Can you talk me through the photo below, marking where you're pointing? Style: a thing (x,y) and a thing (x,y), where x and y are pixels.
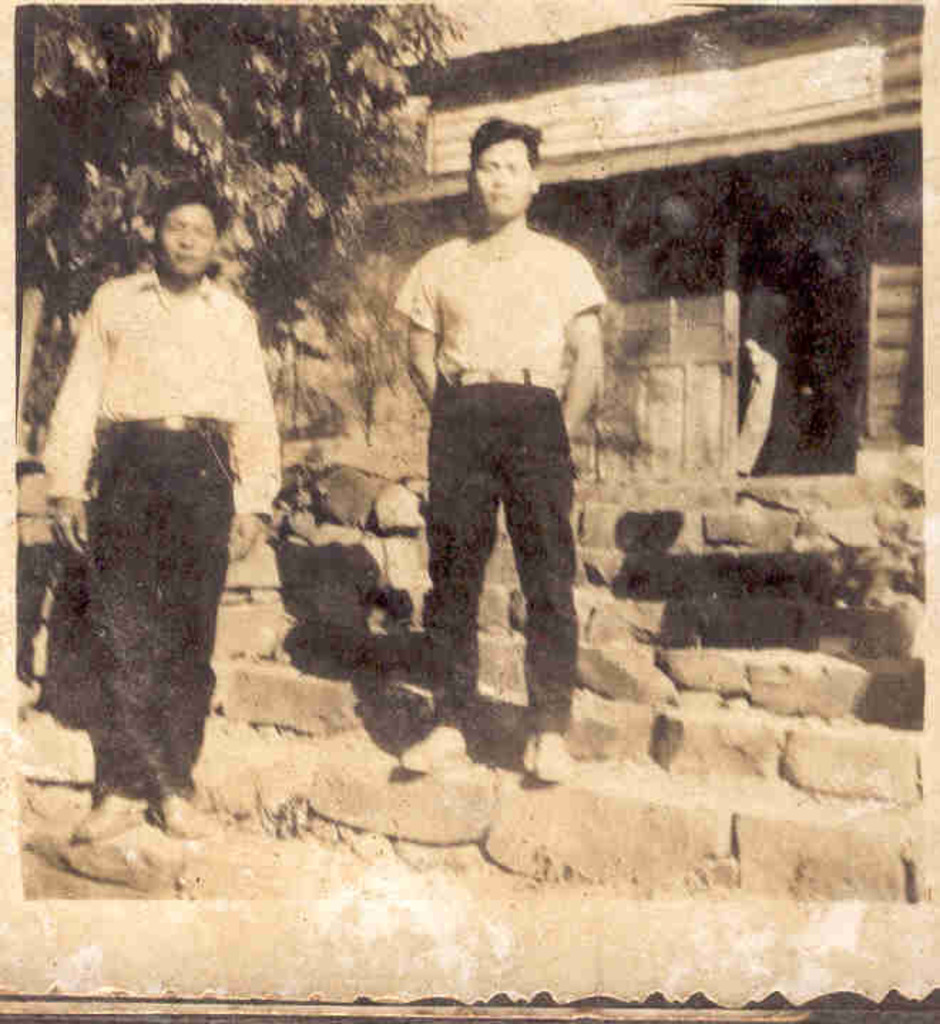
This is a picture of a photo where there are two persons (481,375) standing on the steps (672,605), a tree (191,104) and a house (683,121).
